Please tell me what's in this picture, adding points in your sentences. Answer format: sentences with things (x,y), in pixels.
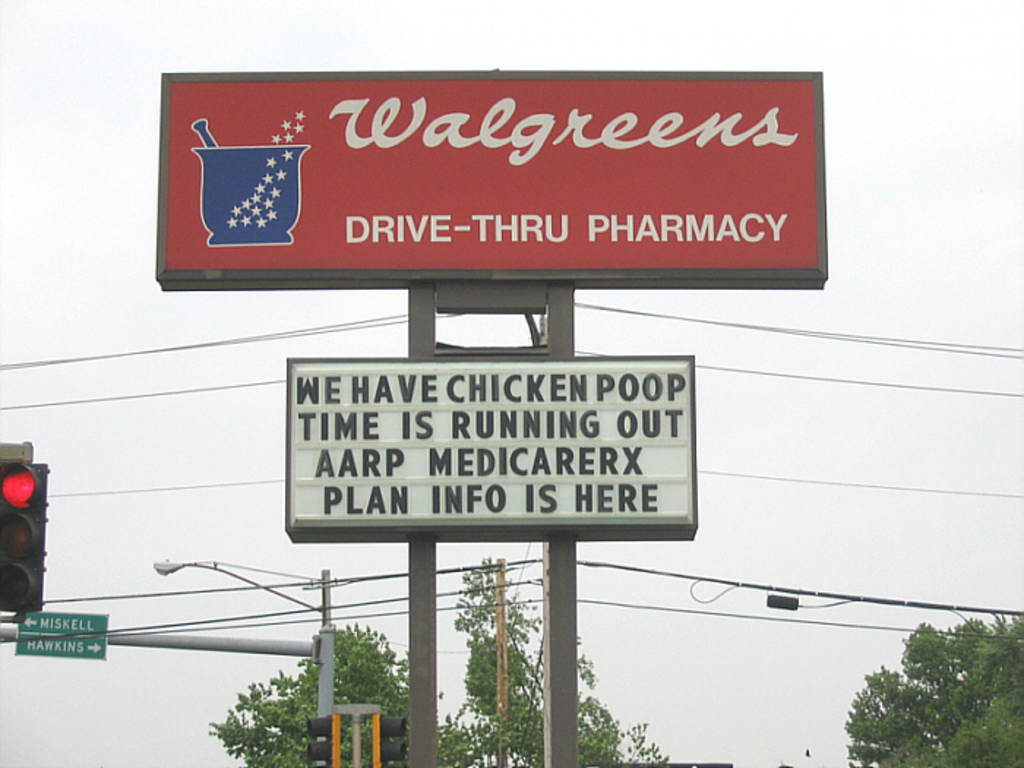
In this image, we can see branches (921,739). There are boards (489,411) and wires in the middle of the image (555,273). There is a signal pole (0,580) in the bottom left of the image (327,717). There is a pole (505,697) at the bottom of the image (499,666). In the background (689,555), we can see the sky (562,55).
